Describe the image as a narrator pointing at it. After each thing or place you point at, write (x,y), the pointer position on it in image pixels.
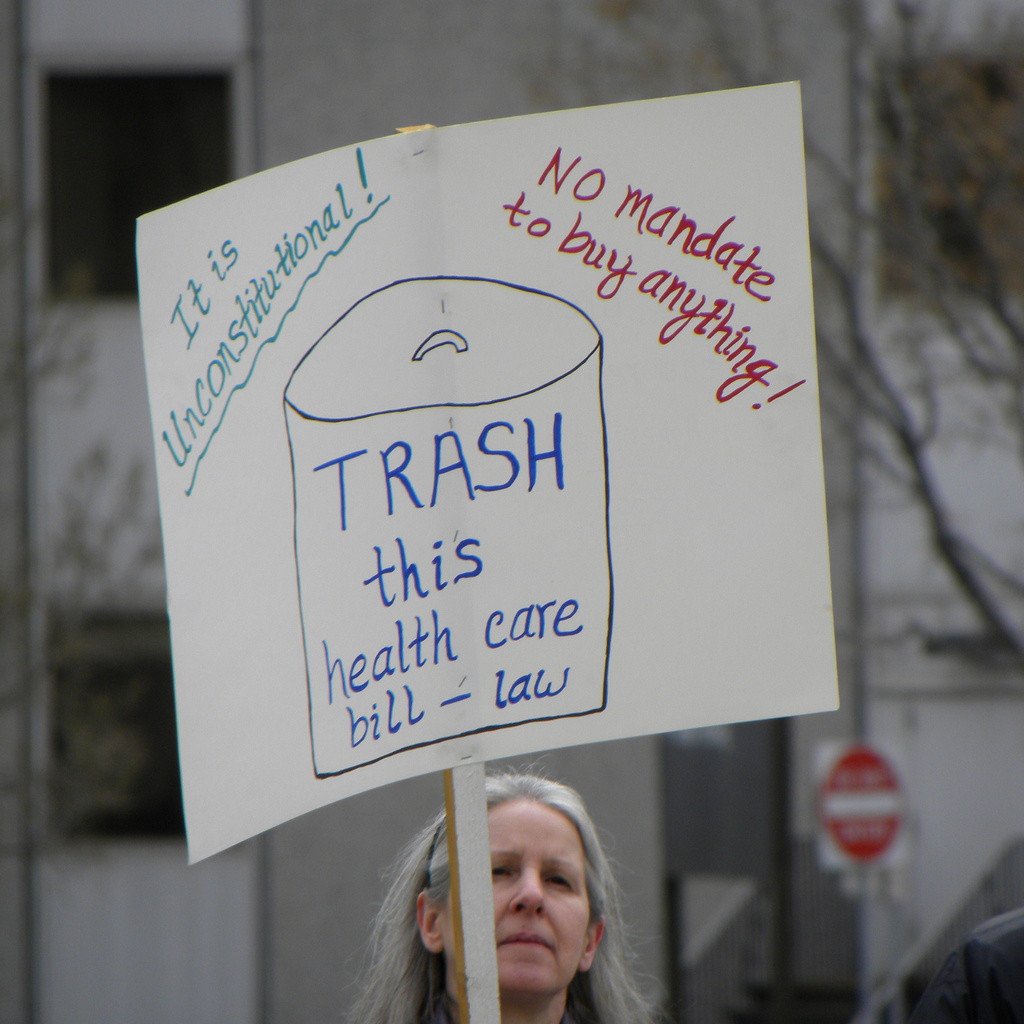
In this image in the foreground (478,944) a lady (499,936) is holding a placard (457,715). On the placard (484,525) some texts (532,622) are there. In the background (631,59) there are buildings (334,4), trees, sign board (866,785).
